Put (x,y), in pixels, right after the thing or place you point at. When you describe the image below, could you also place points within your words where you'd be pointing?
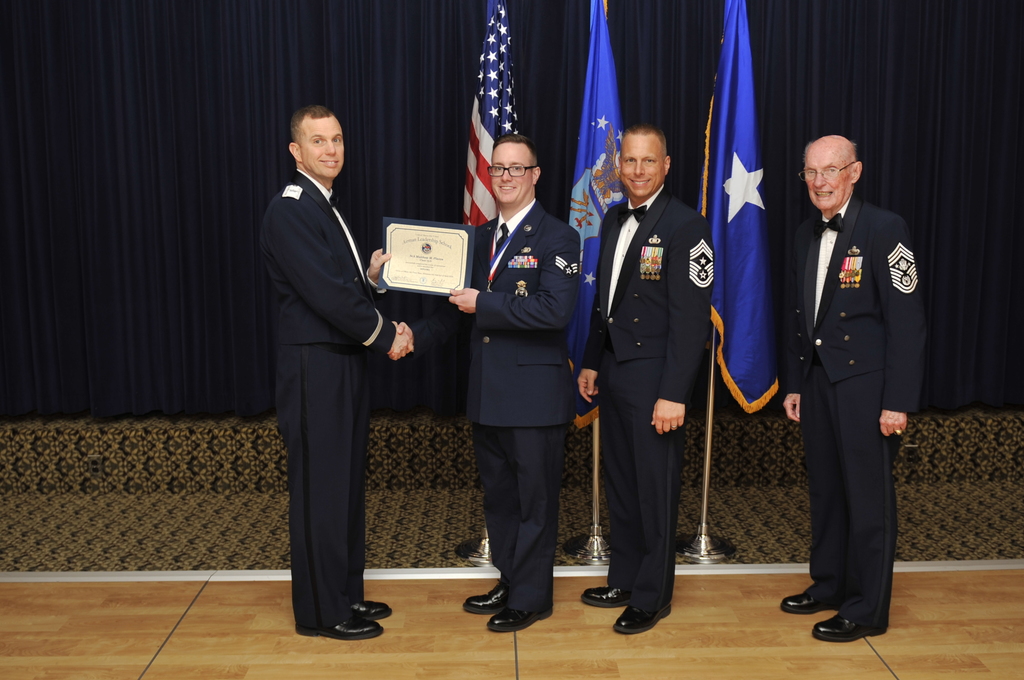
This picture describes about group of people (680,279), few people (805,311) wore spectacles (812,177), and few people (337,224) holding a certificate (397,272), behind to them we can see few flags (504,100) and curtains (198,127).
